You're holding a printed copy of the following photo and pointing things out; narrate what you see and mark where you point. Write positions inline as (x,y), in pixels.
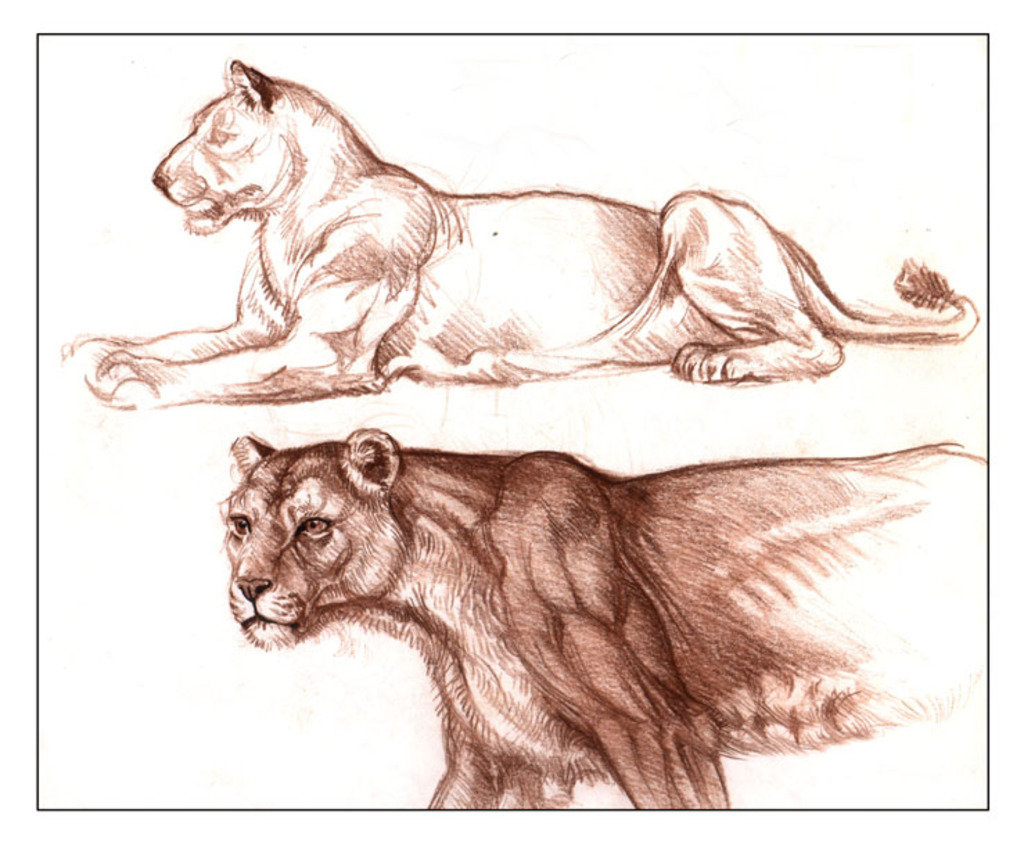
In the foreground (842,331) I can see a painting (247,302) of two lionesses (424,350). The background is white in color.
